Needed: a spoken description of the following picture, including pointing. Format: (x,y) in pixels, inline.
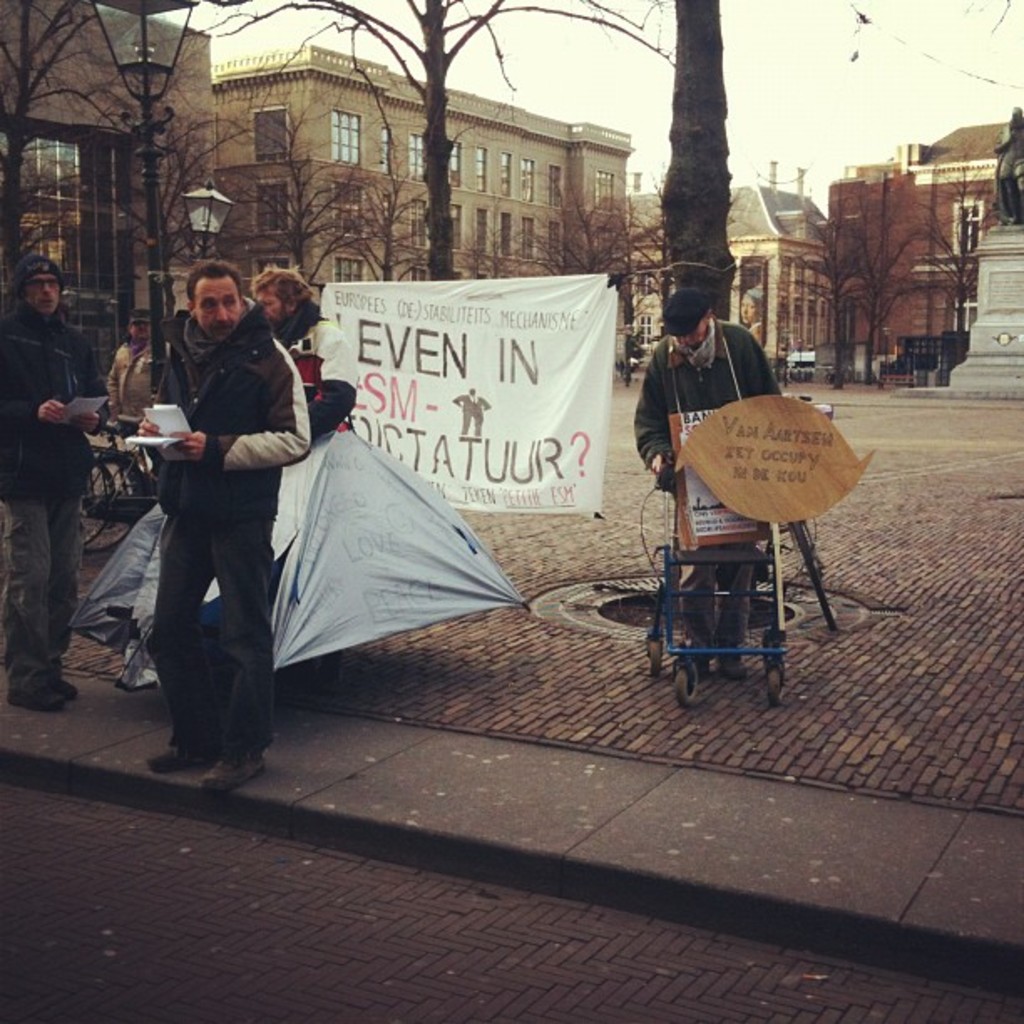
In the image there are few people (271,372) standing and holding papers (168,426) in their hands (155,428). Behind them there is a hut (149,551) and also there is a poster (474,350) with something written on it. There is a man (660,389) standing and holding an object (668,623) with wheels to it. There are poles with lamps (192,223). In the background (234,223) there are trees (452,206) without leaves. And also there are buildings (969,207) with walls (966,195), windows (973,237) and roof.
